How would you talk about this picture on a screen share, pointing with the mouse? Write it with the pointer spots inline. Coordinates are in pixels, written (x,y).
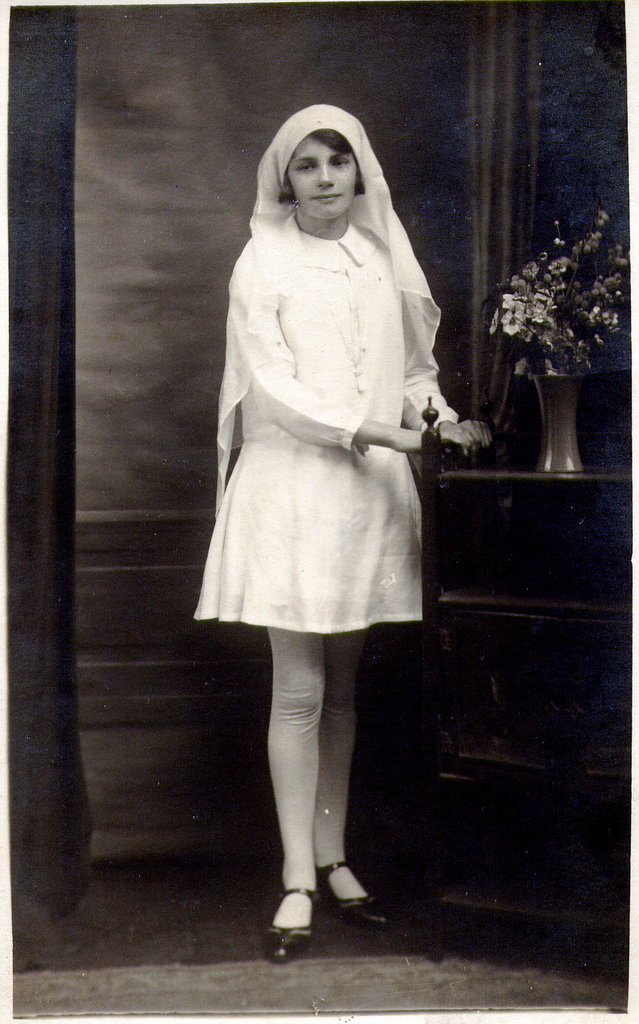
In the image we can see there is a woman (324,361) standing and she is wearing scarf (299,113) on her head (299,172). There are flowers (536,307) kept in the vase (550,450) and the vase (550,438) is kept on the table (531,704). The image is in black and white colour.
